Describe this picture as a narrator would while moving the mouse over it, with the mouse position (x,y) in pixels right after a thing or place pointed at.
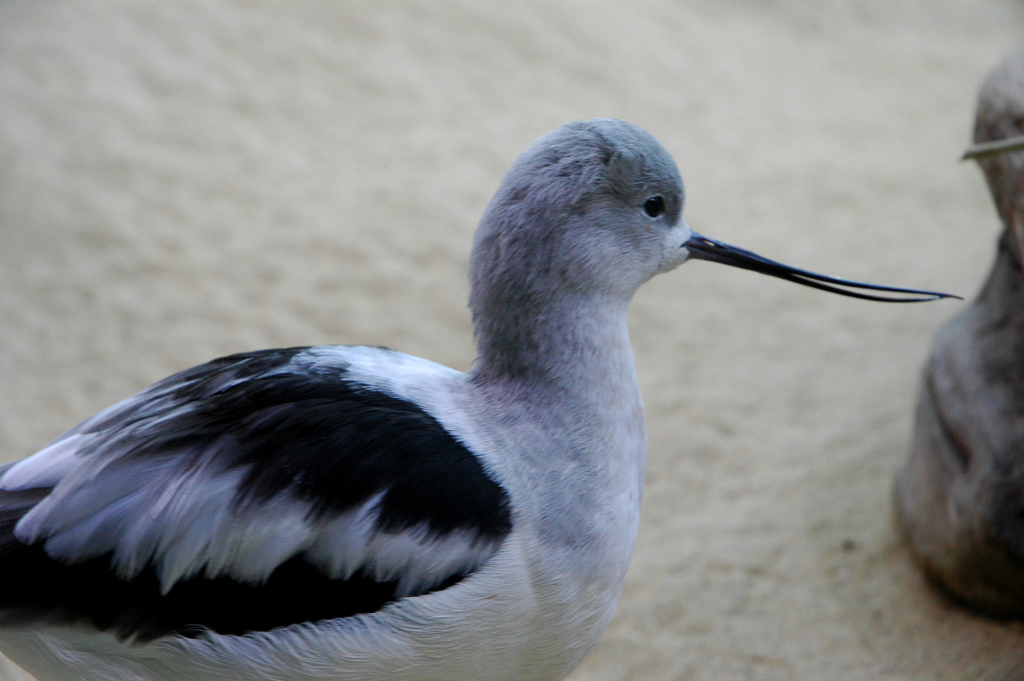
In this picture we can see a bird (640,442) and an object (931,522) on the ground (639,370).
